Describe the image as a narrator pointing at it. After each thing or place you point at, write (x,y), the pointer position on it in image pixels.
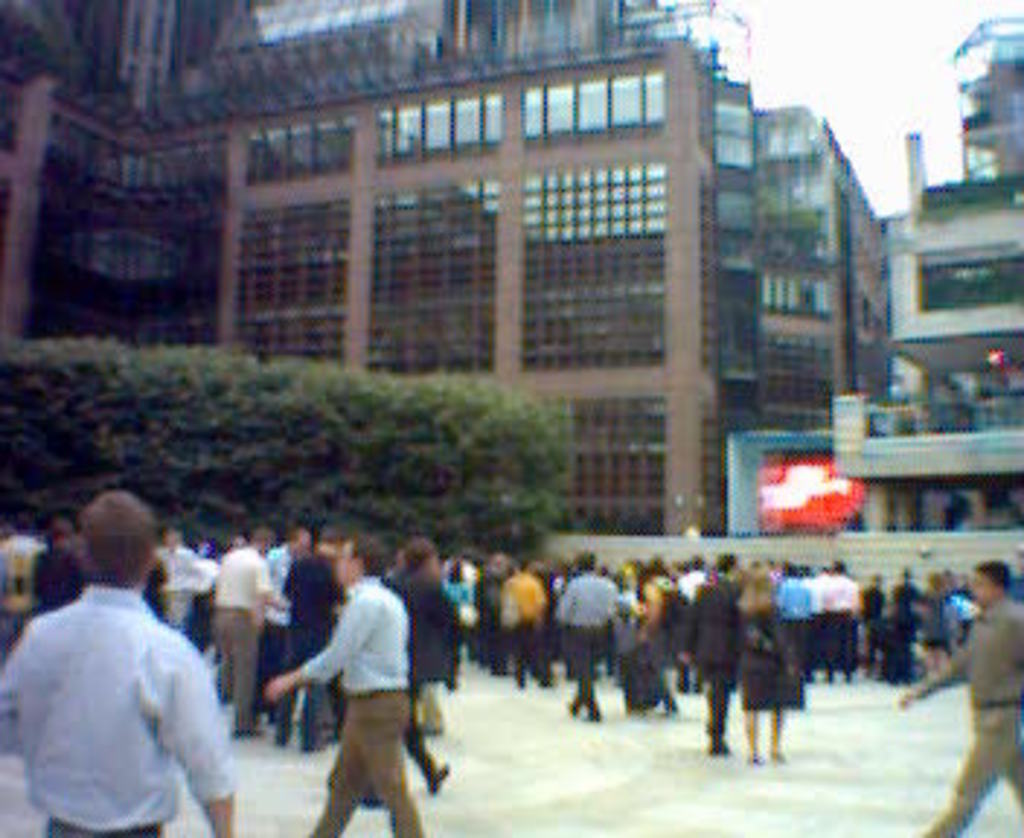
In this picture we can see some people (851,626) are standing and some people (129,652) are walking, in the background (596,262) there are buildings (596,262), on the left side (128,424) we can see trees (178,435), it looks like a screen (817,493) in the background (831,458), there is the sky (867,64) at the top of the picture (861,62).
